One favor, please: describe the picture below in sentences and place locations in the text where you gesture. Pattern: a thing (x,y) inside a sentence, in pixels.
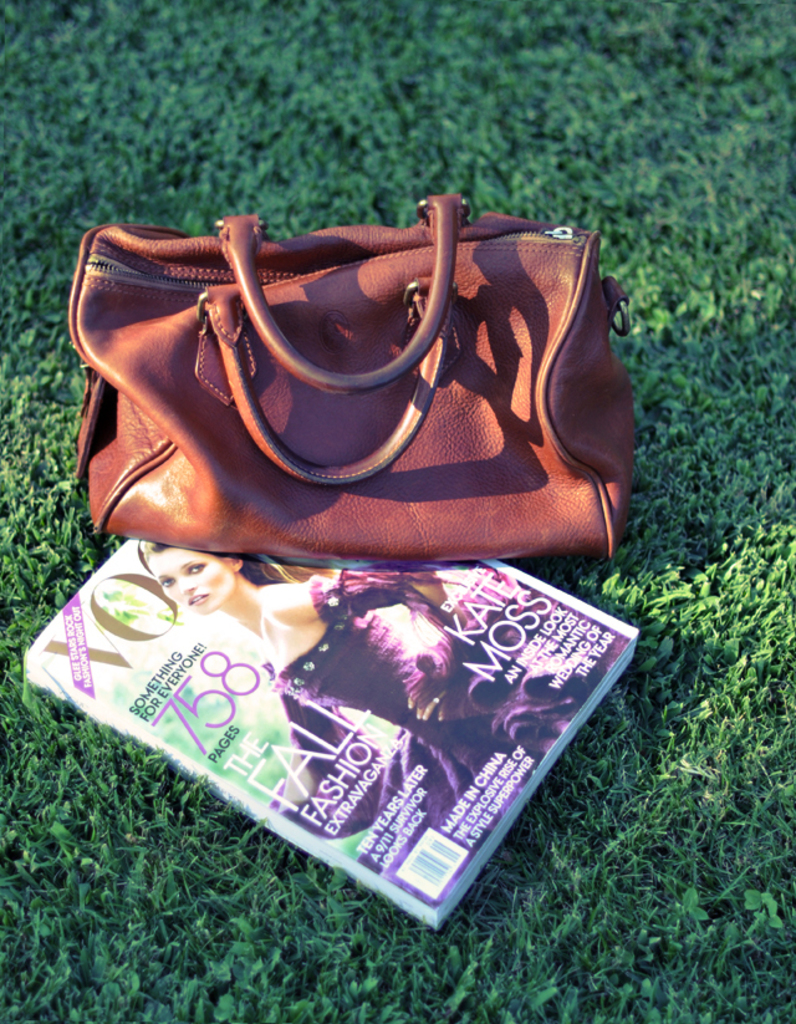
In this picture there is a brown handbag (391,354) and a magazine (390,735) on the grass (184,900). On magazine (343,638) there is a woman (416,721) wearing a purple dress (388,663).
